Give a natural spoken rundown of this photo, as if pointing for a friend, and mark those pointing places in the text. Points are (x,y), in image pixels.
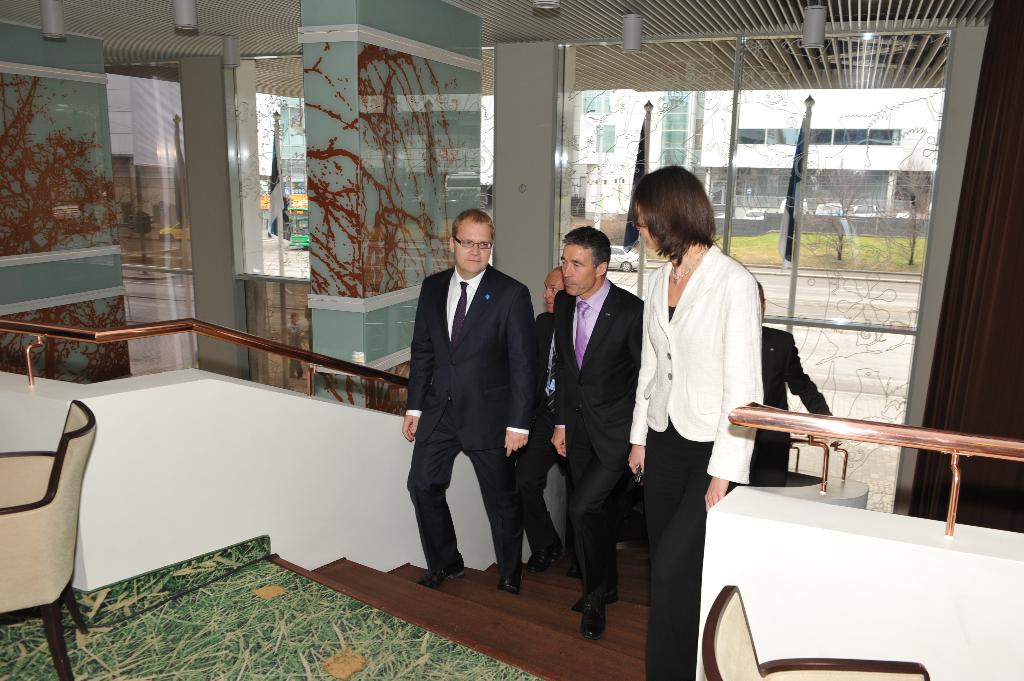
In this picture we can see some persons (522,476). This is floor (215,598) and there a chair (16,541). On the background (811,107) we can see a glass (819,213) and these are the flags (787,225). Here we can see a building (720,163) and this is grass (748,241). And there is a pillar (414,10).
